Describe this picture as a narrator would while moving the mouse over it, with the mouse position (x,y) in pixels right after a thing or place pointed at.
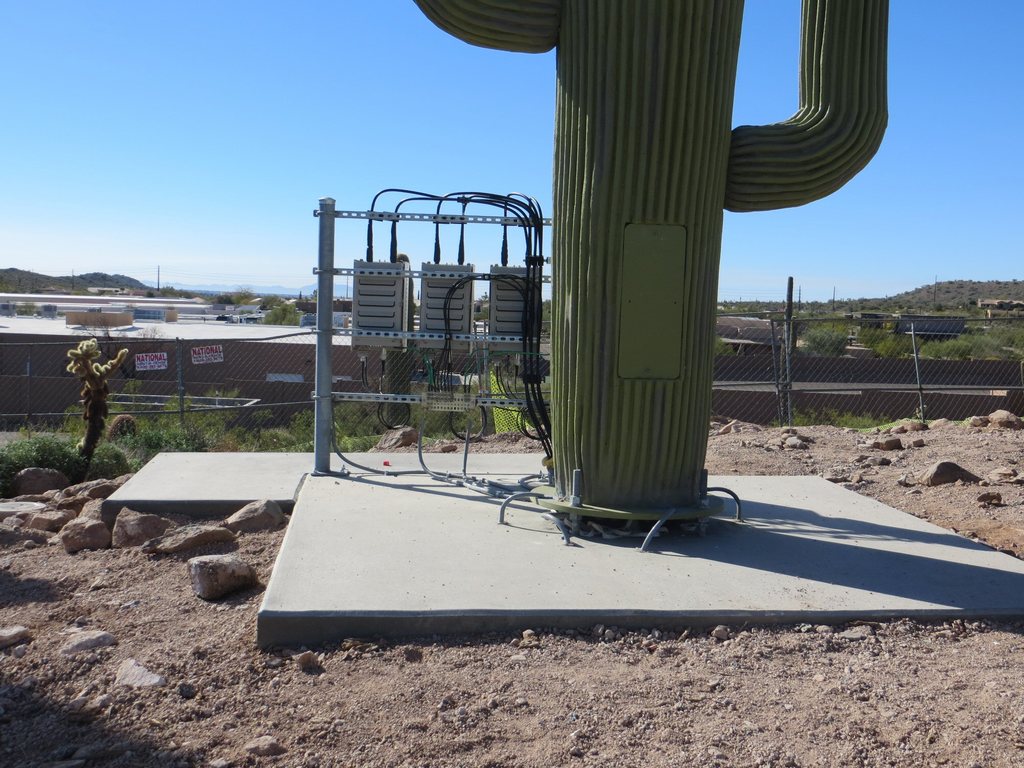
In this image in the front (560,285) there is an object (639,306) which is green in colour and there is an electrical object (391,304). In the center (342,363) there is a fence (190,367) and there are boards (143,354) with some text (206,362) written on it, there are plants (172,441) and there are stones (186,543). In the background (923,316) there are trees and there are houses (132,302).
